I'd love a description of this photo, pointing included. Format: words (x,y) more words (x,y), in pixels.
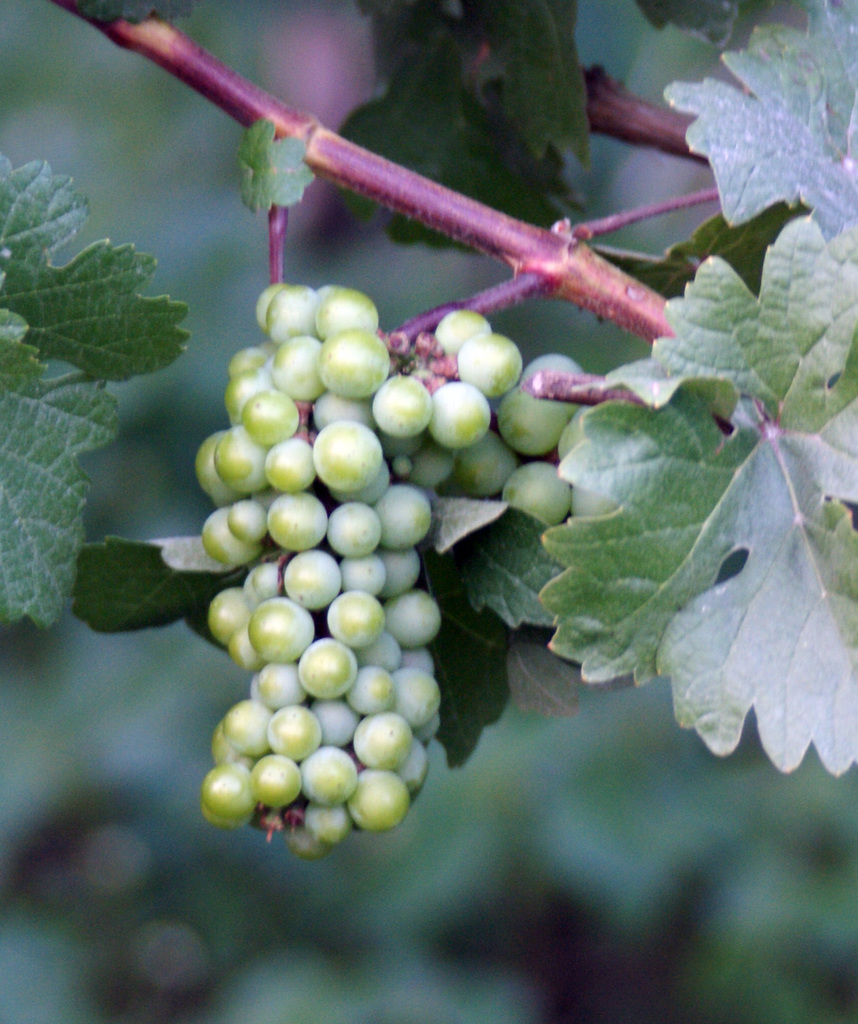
There is a bunch of grapes (401,538), stem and leaves (687,271) we can see in the middle of this image (567,538). In the background (102,735) we can see the greenery (155,278).
